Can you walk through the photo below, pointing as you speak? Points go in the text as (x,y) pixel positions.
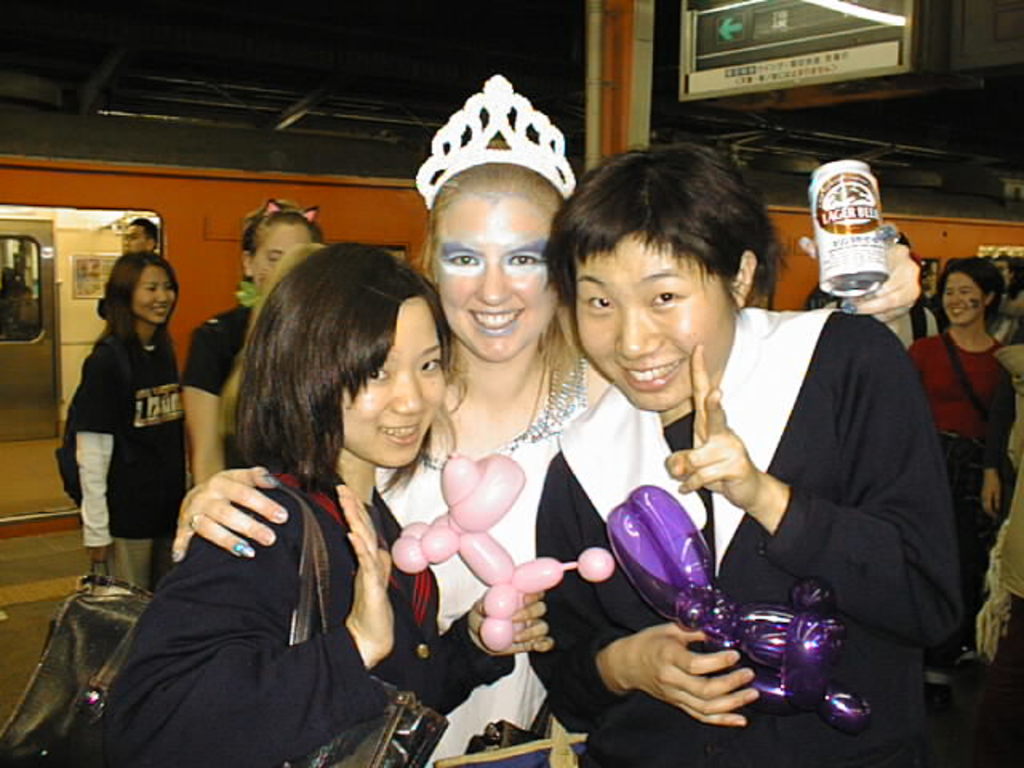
In this image we can see three people (378,554) holding some objects (507,565) and the center person (512,396) is wearing a crown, behind we can see a few people (944,281), a sign board (749,60), a train (274,190) and few rods (643,94).
